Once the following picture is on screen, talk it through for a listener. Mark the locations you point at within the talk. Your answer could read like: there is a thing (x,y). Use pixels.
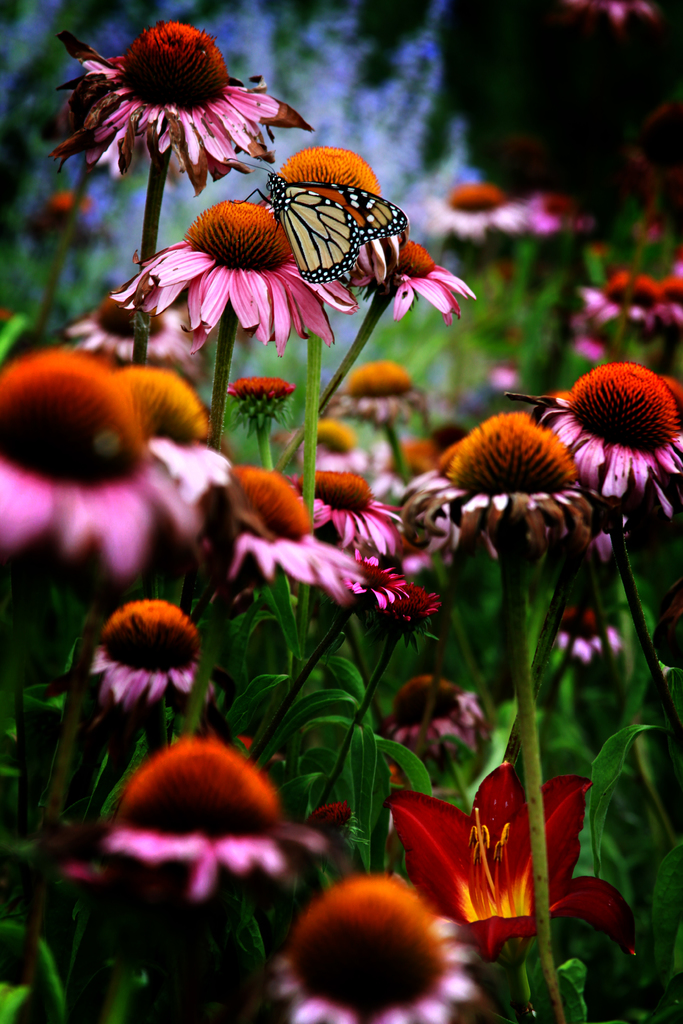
In this image we can see flowers (242,819) to the plants (319,639) and a butterfly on one of the flowers (235,257).
